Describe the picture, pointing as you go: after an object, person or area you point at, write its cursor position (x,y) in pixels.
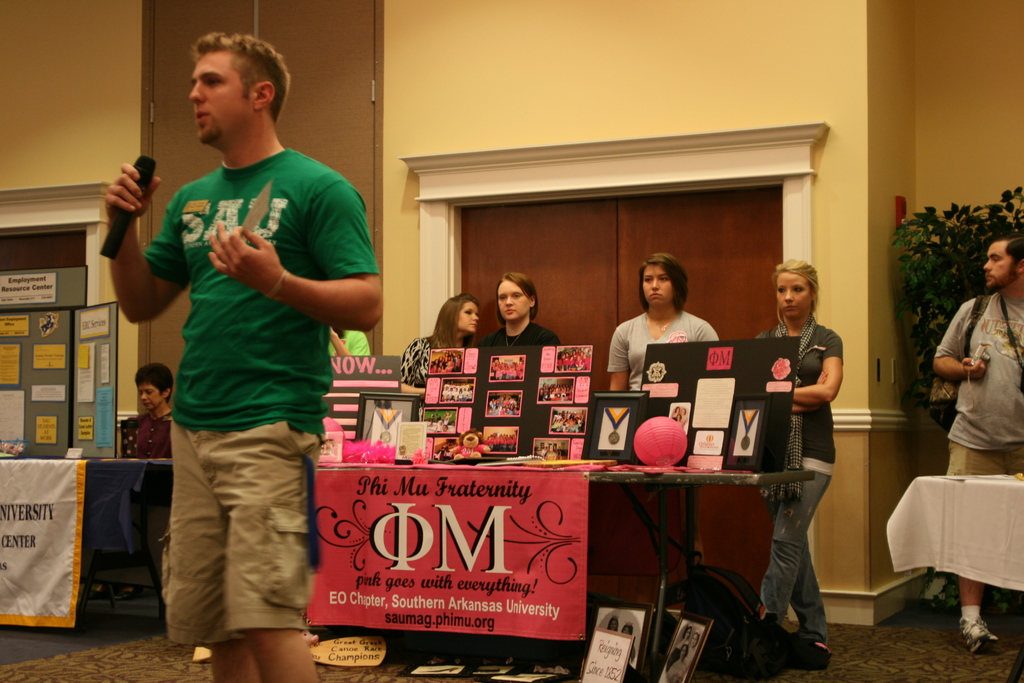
This is the man (271,347) standing and holding the mike (123,221). I can see the tables (681,483). These are the boards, lantern (650,429), frames (632,428), teddy bear (467,446) and few other things (586,464) on it. These are the banners (463,537) hanging to the tables (600,476). I can see photo frames (695,644) and a bag (719,655), which are placed on the floor (398,673). There are few people (985,327) standing and a person (170,439) sitting. This looks like a wooden door (536,268). Here is another table (979,502), which is covered with white cloth (970,522). I think this is a houseplant (962,260). This looks like a board (67,373) with papers (20,357) attached to it.
